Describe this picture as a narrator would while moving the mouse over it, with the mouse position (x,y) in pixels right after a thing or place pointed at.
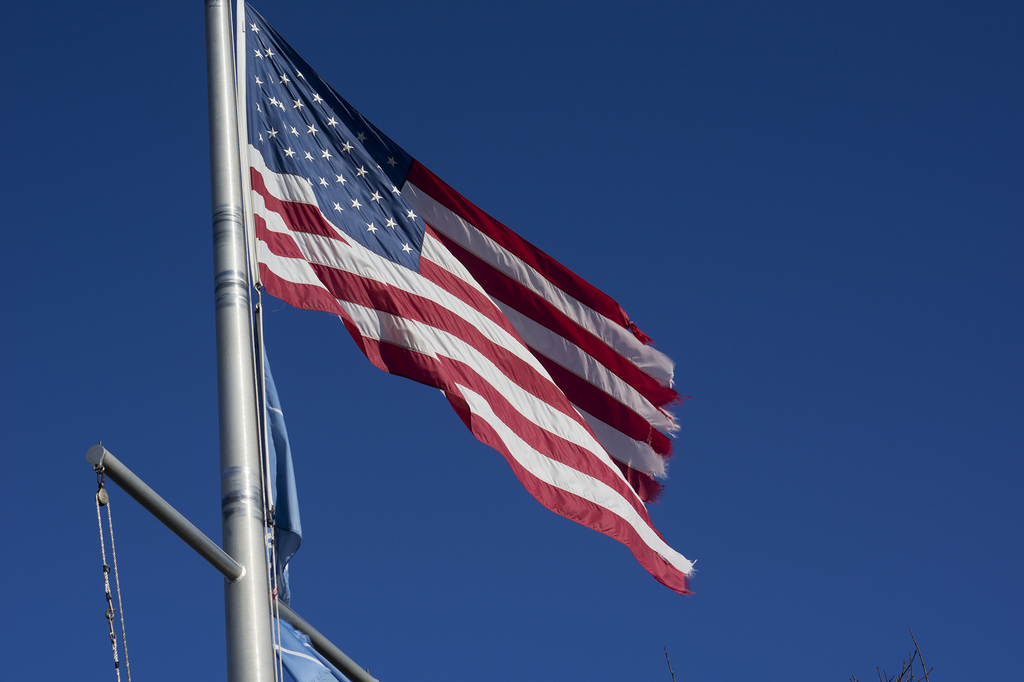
In this picture there is an american flag (458,211) on the left side of the image (317,227).
